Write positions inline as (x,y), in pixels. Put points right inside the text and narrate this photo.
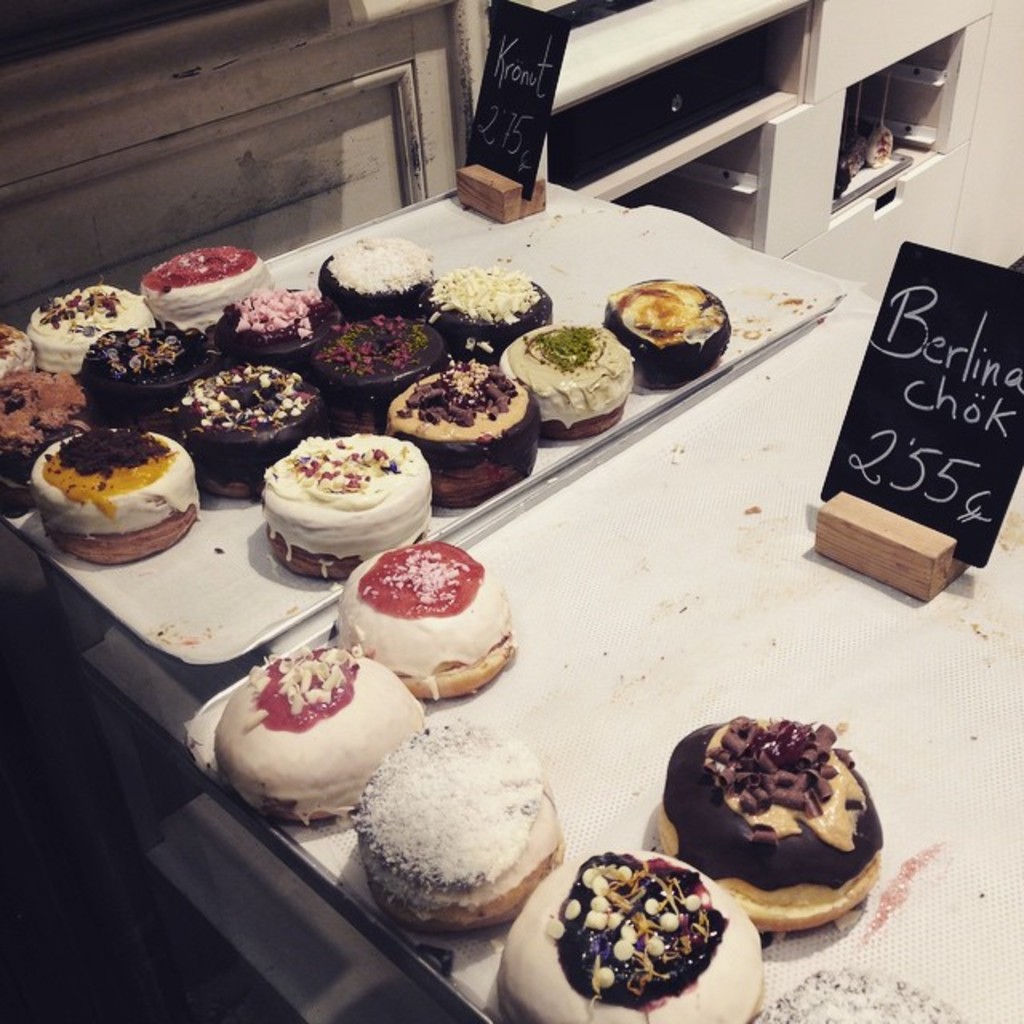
In this picture I can see there are few cakes (516,405) placed on the tray (709,608) and they have some sprinkles (625,881) on it. There are price tags (517,74) placed on the tray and in the backdrop (889,87) there are shelves (707,166).
